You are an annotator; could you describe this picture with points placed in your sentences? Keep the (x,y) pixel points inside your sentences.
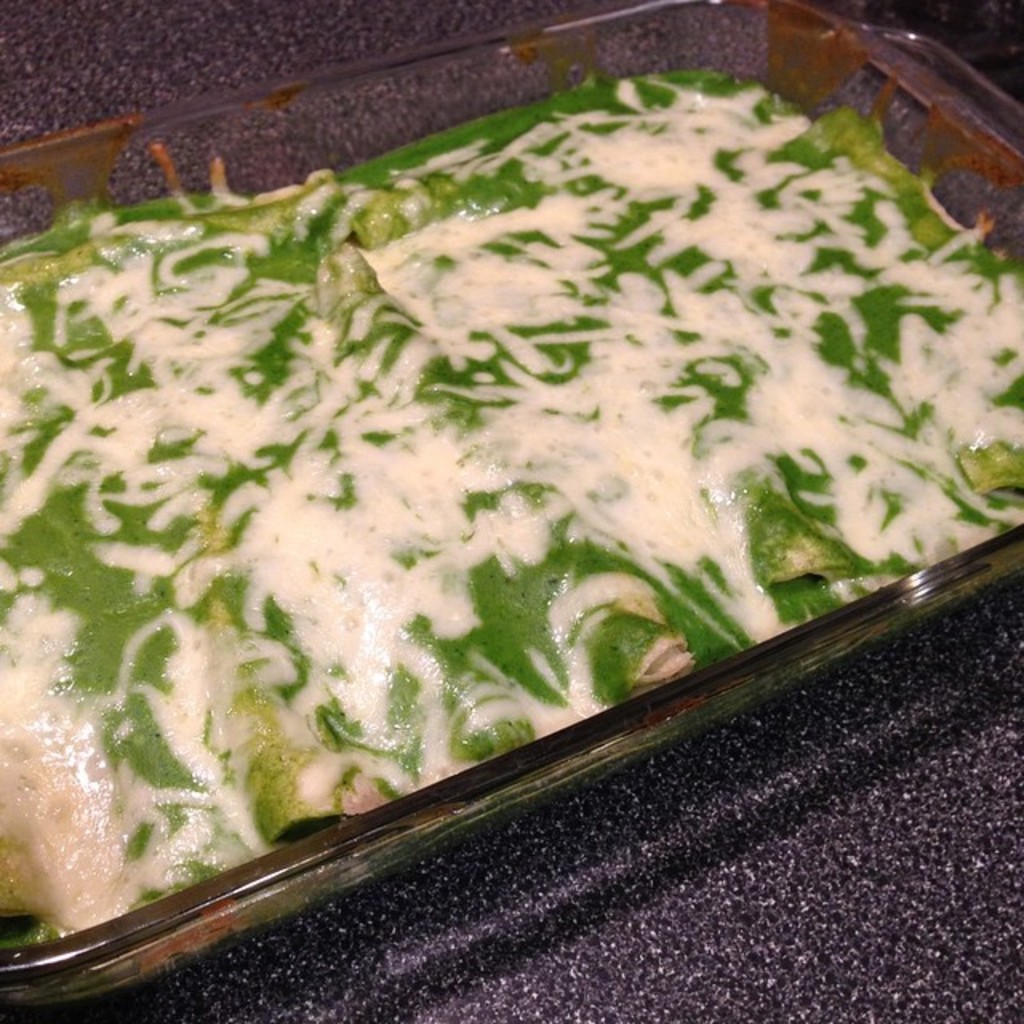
In this picture there is food (459,242) in the bowl (787,72). At the bottom (352,971) it looks like a marble (646,920).
